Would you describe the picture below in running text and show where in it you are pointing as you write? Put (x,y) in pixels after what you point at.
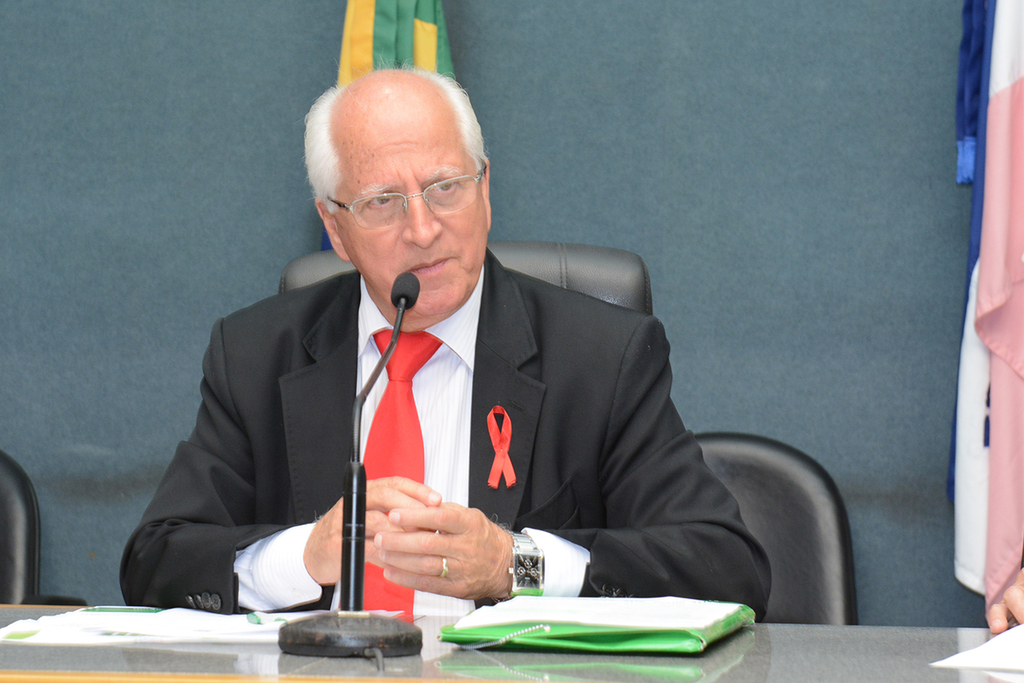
In this image, we can see an old man (448,408) in a suit (314,414) sitting on a chair (595,268). In-front of him, there is a microphone (350,572) is placed on the surface (341,663). On this surface (448,675), there are few objects (67,632). In the background (813,463), we can see wall (869,231), chairs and flags (427,8).
